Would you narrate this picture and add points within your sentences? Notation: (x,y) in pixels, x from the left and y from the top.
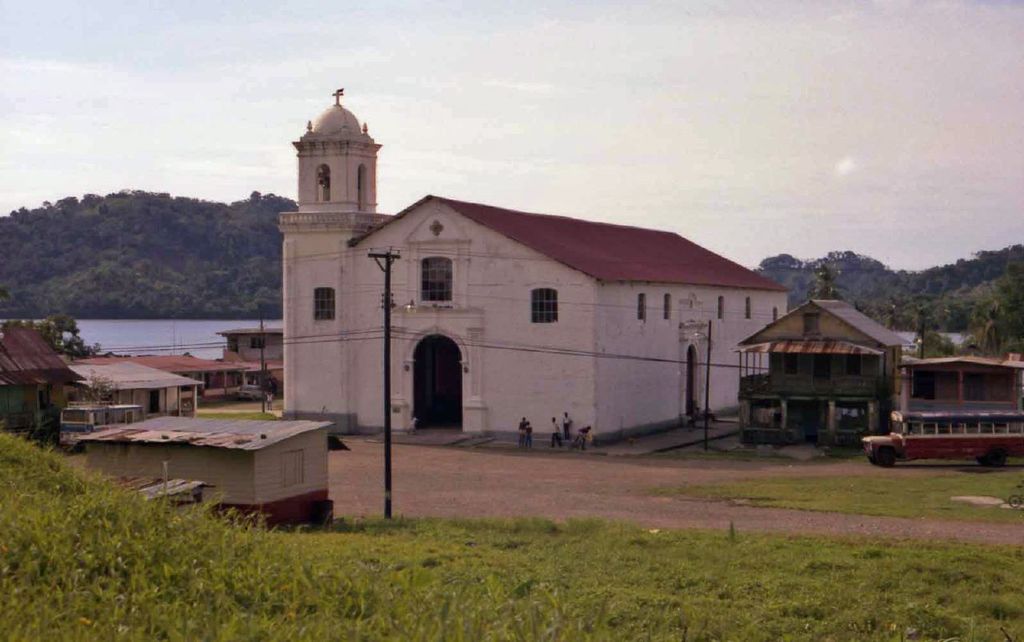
In this picture there are houses (597,328) in the center of the image (431,314) and there is grassland (854,603) at the bottom side of the image (35,518), there are trees (163,237) in the background area of the image (153,217).
